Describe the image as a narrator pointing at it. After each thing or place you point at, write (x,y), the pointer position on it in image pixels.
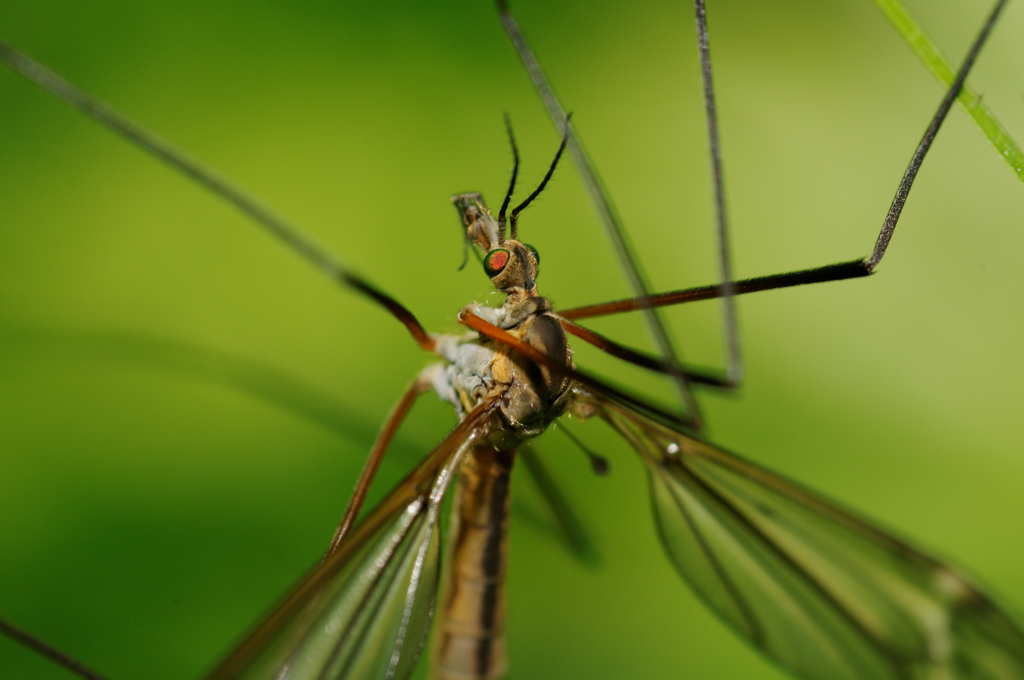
In this image we can see an insect (538,327) and the background of the image (770,148) is in green color.
